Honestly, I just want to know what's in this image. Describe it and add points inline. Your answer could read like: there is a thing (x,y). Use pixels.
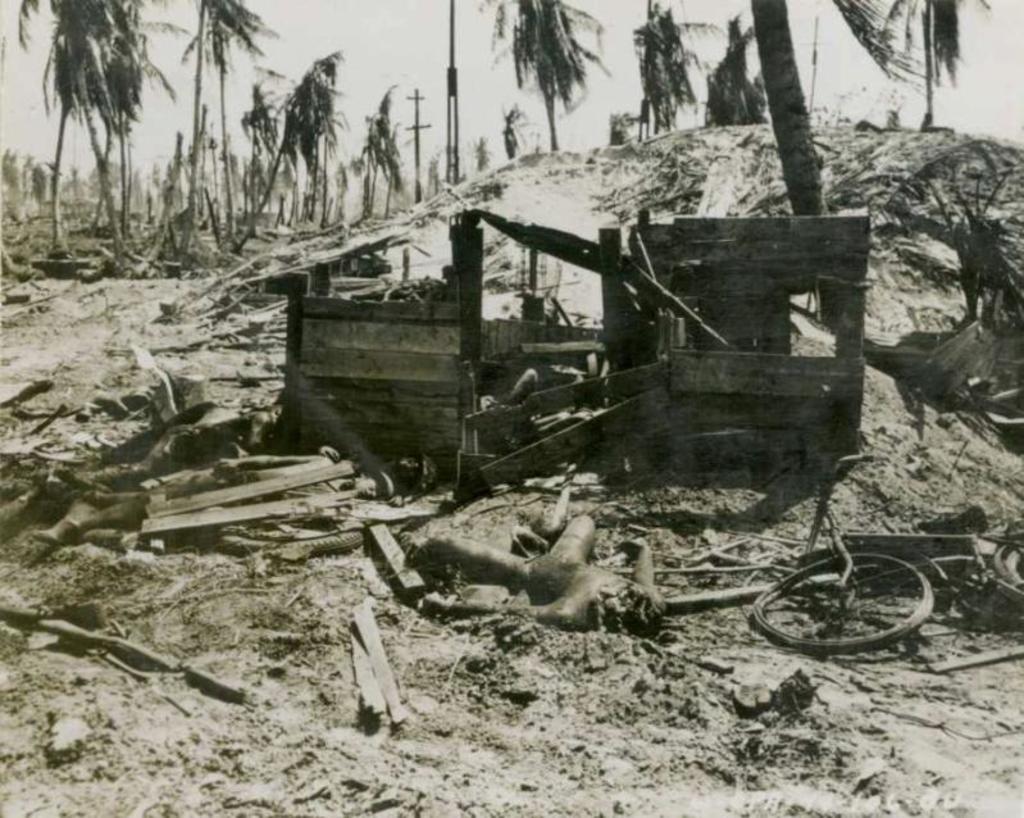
This is a black and white image. There are trees (93,6) at the top (663,19). There is some waste material (304,553) in the middle (519,442). There is sky (627,91) at the top (416,82).
